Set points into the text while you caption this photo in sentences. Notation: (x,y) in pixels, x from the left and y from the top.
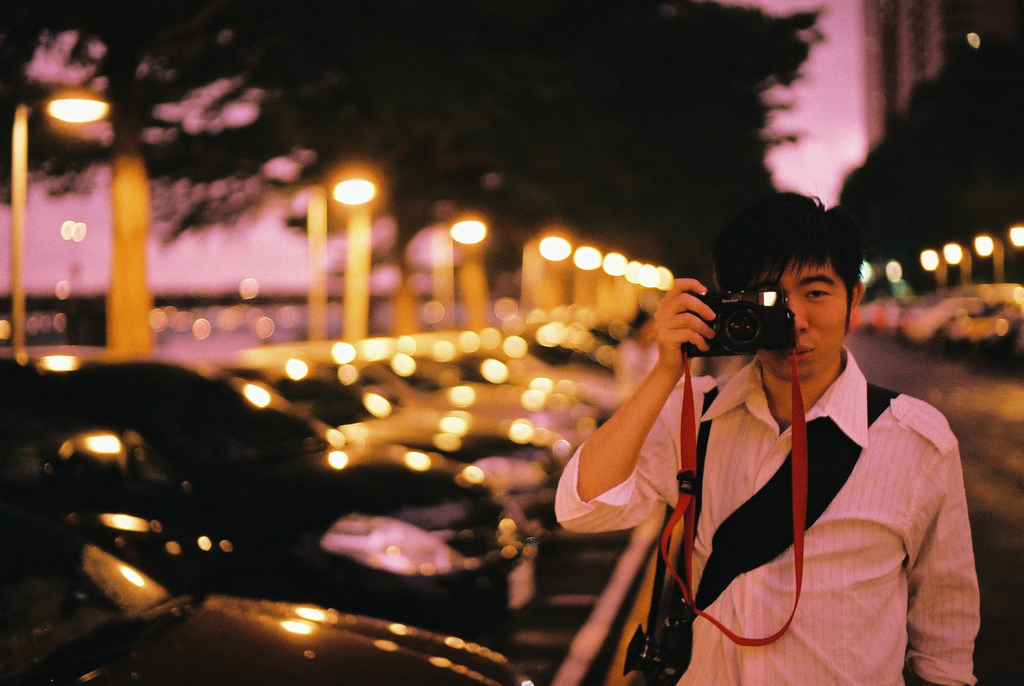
In this picture we can see man (700,531) holding camera (774,320) in one hand (705,312) and taking picture and beside to him we can see cars (297,480) parked and in background (483,64) we can see trees (426,127), light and it is blur.
